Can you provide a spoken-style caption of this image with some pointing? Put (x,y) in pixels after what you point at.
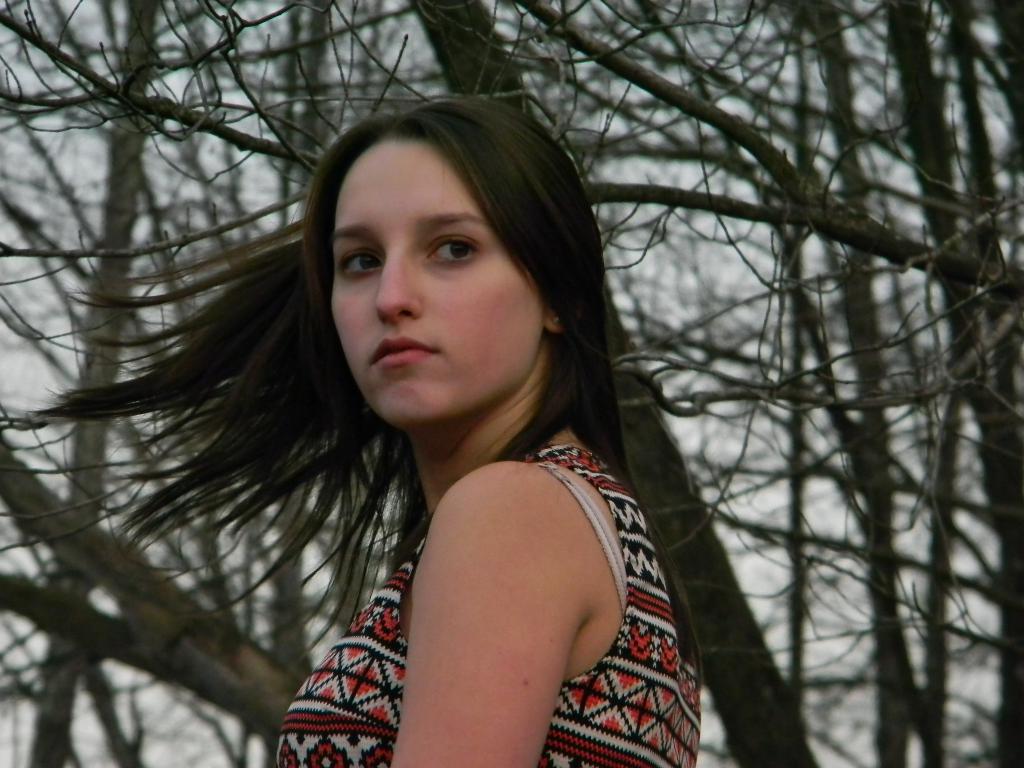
In this image we can see a woman (443,490), there are some trees (110,203) and in the background (615,161), we can see the sky (618,297).
